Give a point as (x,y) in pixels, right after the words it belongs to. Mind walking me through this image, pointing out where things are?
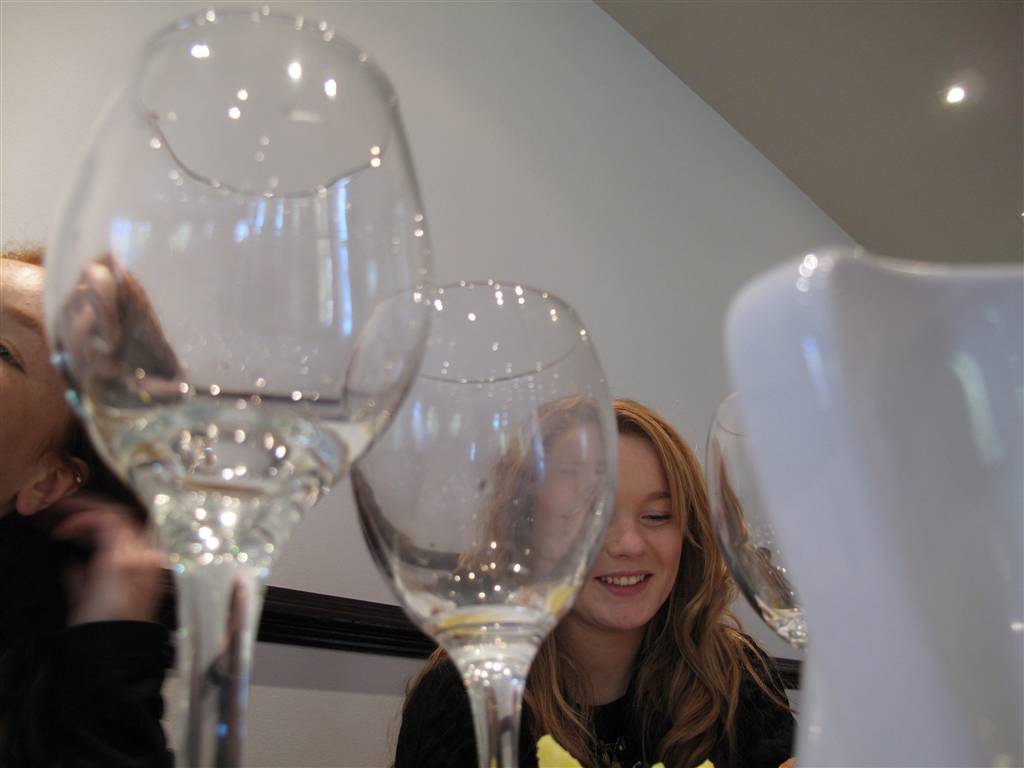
Here we can see glasses (211,496) and two persons (44,290). She is smiling. In the background (601,248) we can see wall (629,111) and a light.
